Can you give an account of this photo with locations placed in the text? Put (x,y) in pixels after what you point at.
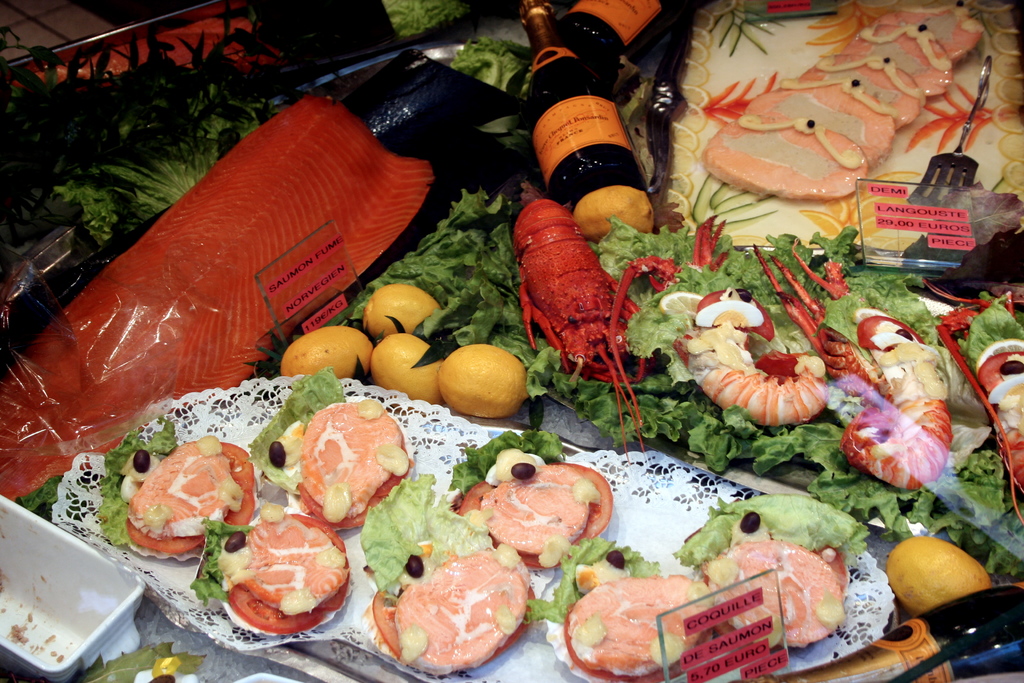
In this image there are plates (550,543) and in the plates (562,571) there is some food (681,564) and also we could see some leafy vegetables (965,439), lemons (288,366), lobsters (840,366), bottle (545,78), fish (860,143), board (909,230), spatula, bowl (112,619) and some other objects (670,534).
